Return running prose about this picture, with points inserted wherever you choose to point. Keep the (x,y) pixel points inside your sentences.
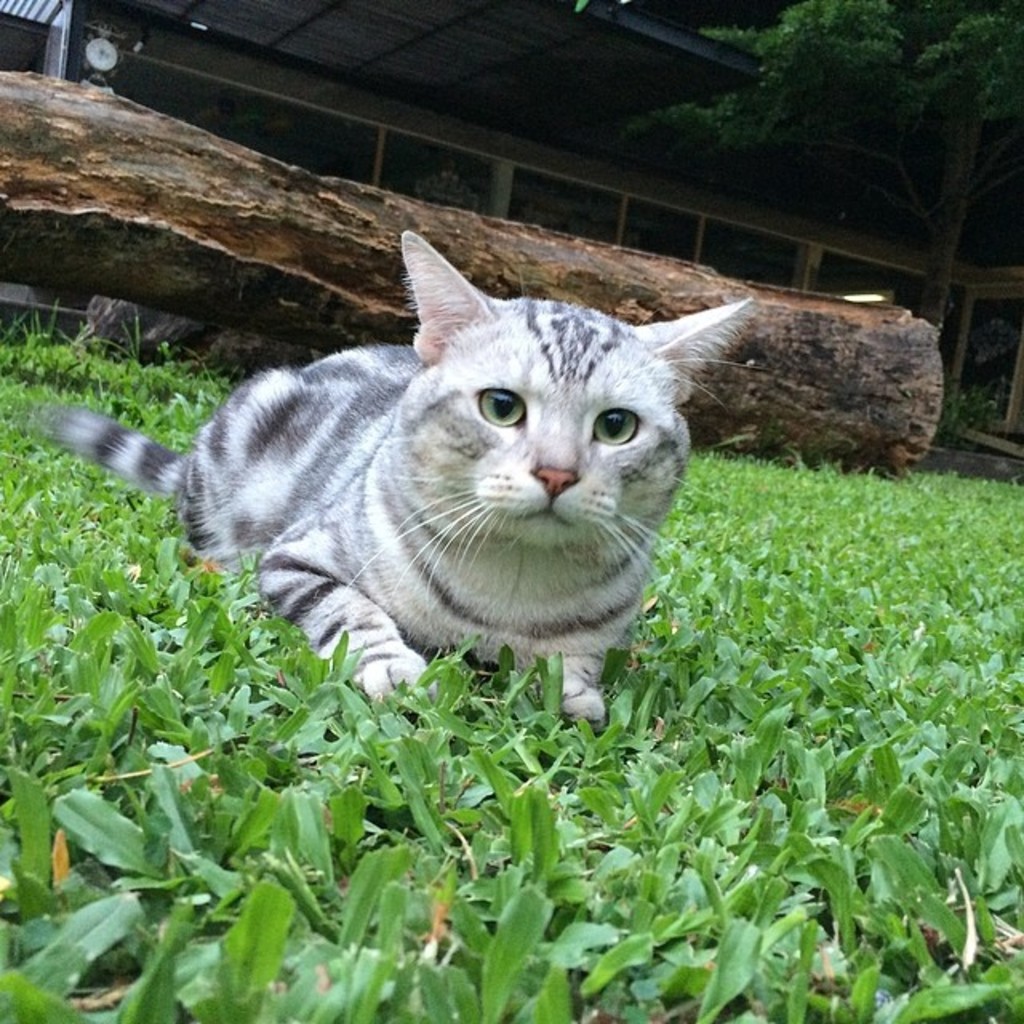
In this picture there is a cat (592,326) in the center of the image (438,655) on the grassland (797,514), there is a log (575,258) behind it, there are windows (852,267), trees (787,138), and a roof (357,3) at the top side of the image (584,178).
